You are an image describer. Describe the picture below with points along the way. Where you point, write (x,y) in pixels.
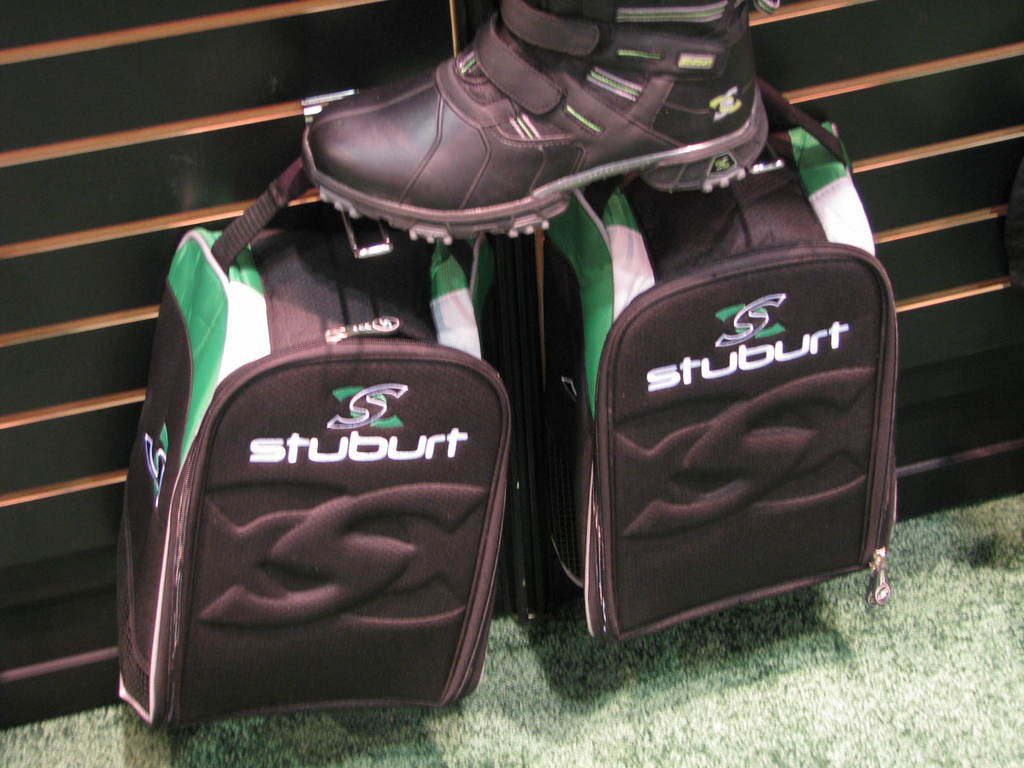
There are two bags (423,392) and a shoe (450,162) placed over it.
